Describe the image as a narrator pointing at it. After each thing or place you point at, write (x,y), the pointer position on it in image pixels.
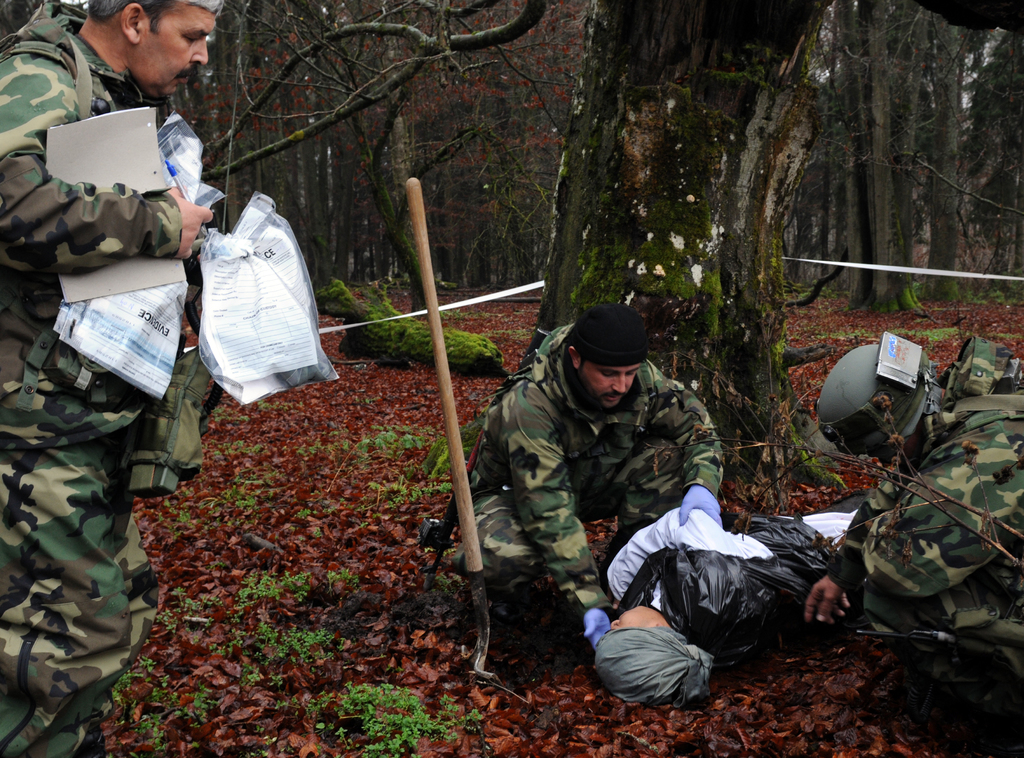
On the left side of the image (122,251) we can see one person (40,452) is standing and he is holding some objects (207,197) and he is in different costume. In the center of the image (519,475) we can see one pole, caution tape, three persons (752,583) and a few other objects (815,567). Among them, we can see one man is holding one person (742,600), one person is wearing a hat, one person (949,584) is wearing a helmet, two persons (958,595) are wearing some objects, one person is wearing a jacket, which is in black and white color and they are in different costumes (674,387). In the background (631,263) we can see trees (983,100), plants (367,700), dry leaves (372,589) and a few other objects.
